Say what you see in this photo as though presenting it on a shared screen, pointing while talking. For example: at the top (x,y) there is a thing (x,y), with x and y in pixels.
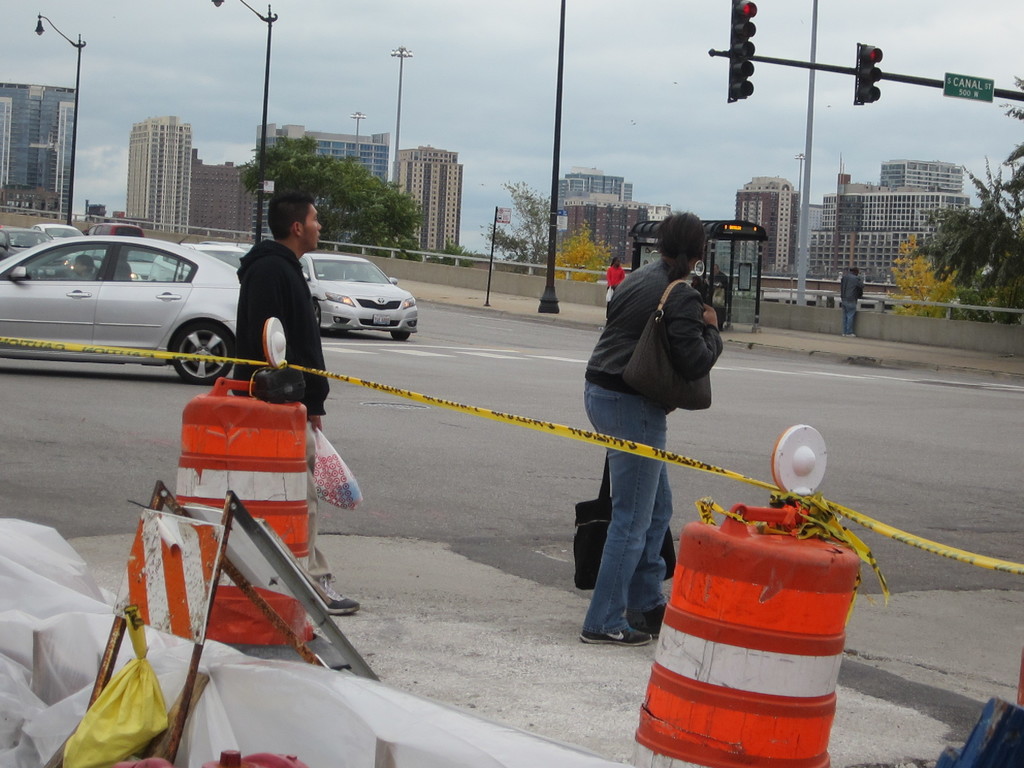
In this image, we can see some buildings (919,181), trees (965,243) and poles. There is a signal pole (862,56) in the top right of the image (743,41). There are cars (213,249) on the left side of the image (129,315). There are four persons (691,249) in the middle of the image (658,266) wearing clothes (629,336). There is a caution barricade (797,598) at the bottom of the image (701,573). There is a metal frame (190,525) and plastic cover (205,743) in the bottom left of the image (73,624). At the top of the image (478,82), we can see the sky (421,136).
